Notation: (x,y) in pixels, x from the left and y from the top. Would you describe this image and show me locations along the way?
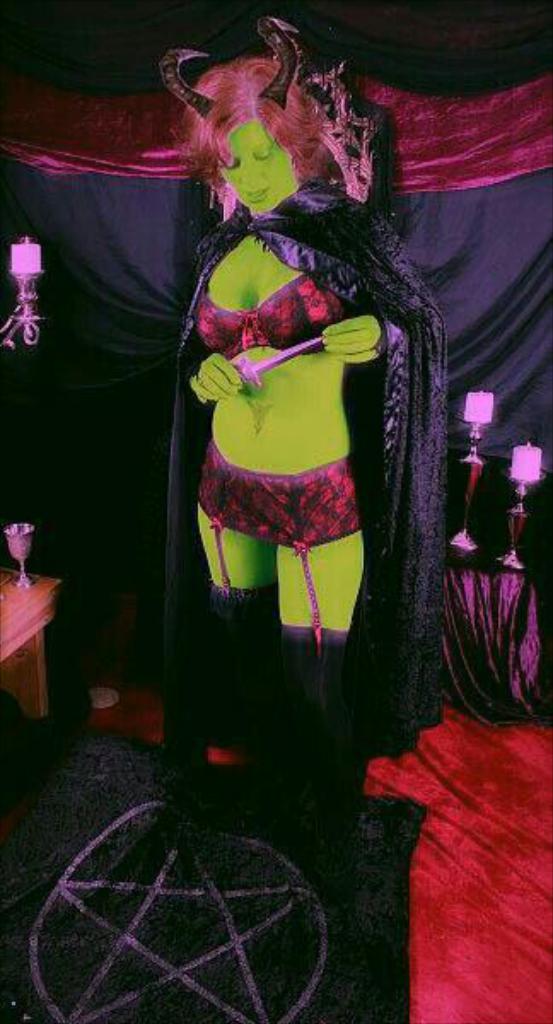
In this image I can see a woman (224,107) wearing a costume (333,272), holding an object (270,361) in the hand (220,381), standing and looking at the object (274,360). She is standing on a black color cloth (258,917). At the bottom (467,857) there is a red color mat (463,848). On the left side (35,651) there is a table (29,639) on which a glass (21,562) is placed. On the right side (519,531) there are two candle stands (471,496). In the background (442,257) there is a curtain (487,188).
